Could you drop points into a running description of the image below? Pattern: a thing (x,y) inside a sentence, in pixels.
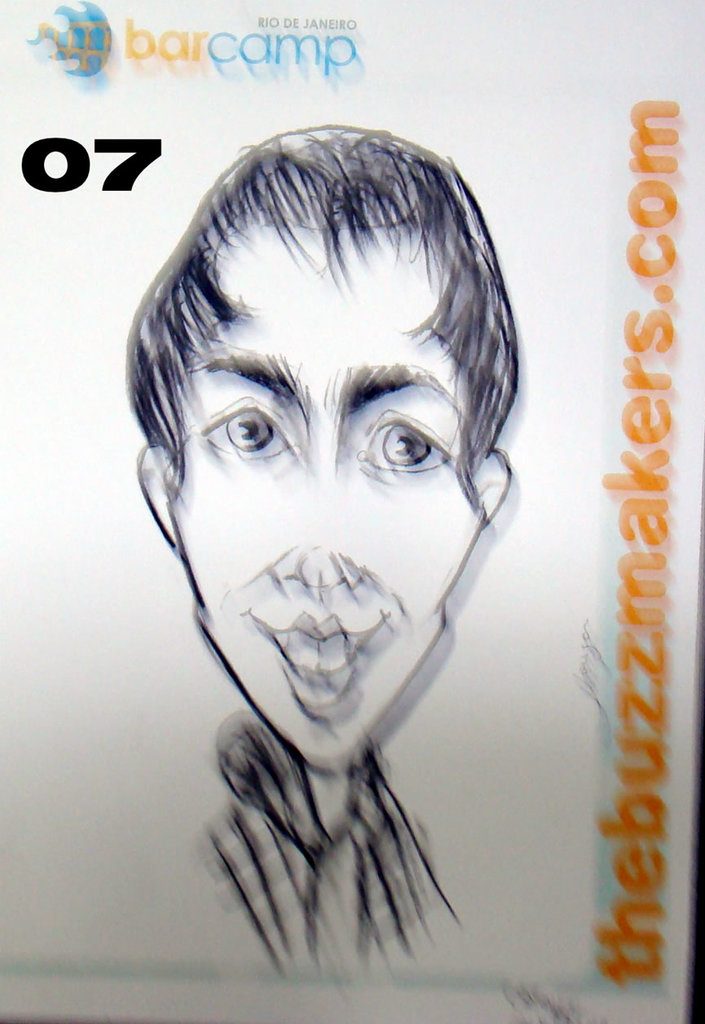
In this image there is a poster (424,699) on which we can see there is some text (615,968) and drawing of person (419,367).
